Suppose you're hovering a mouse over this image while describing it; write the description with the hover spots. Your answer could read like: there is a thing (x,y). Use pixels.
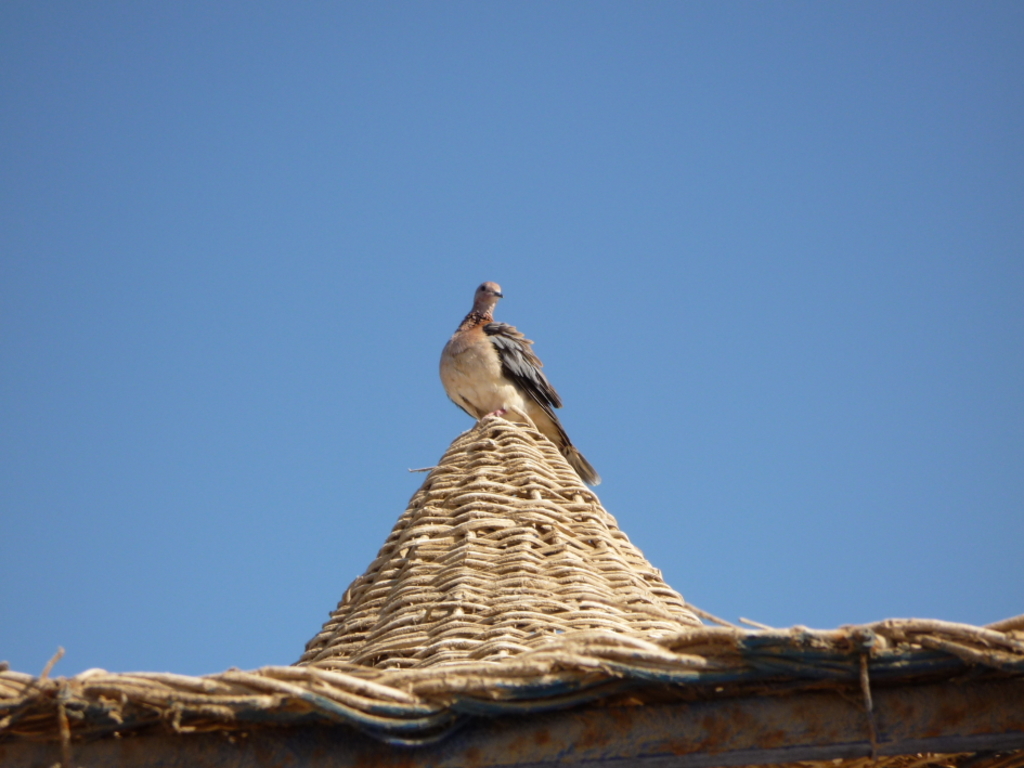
In this image there is the sky (342,327) towards the top of the image (526,174), there is a roof (200,696) towards the bottom of the image (547,666), there is a bird (486,357) on the roof (554,460).
